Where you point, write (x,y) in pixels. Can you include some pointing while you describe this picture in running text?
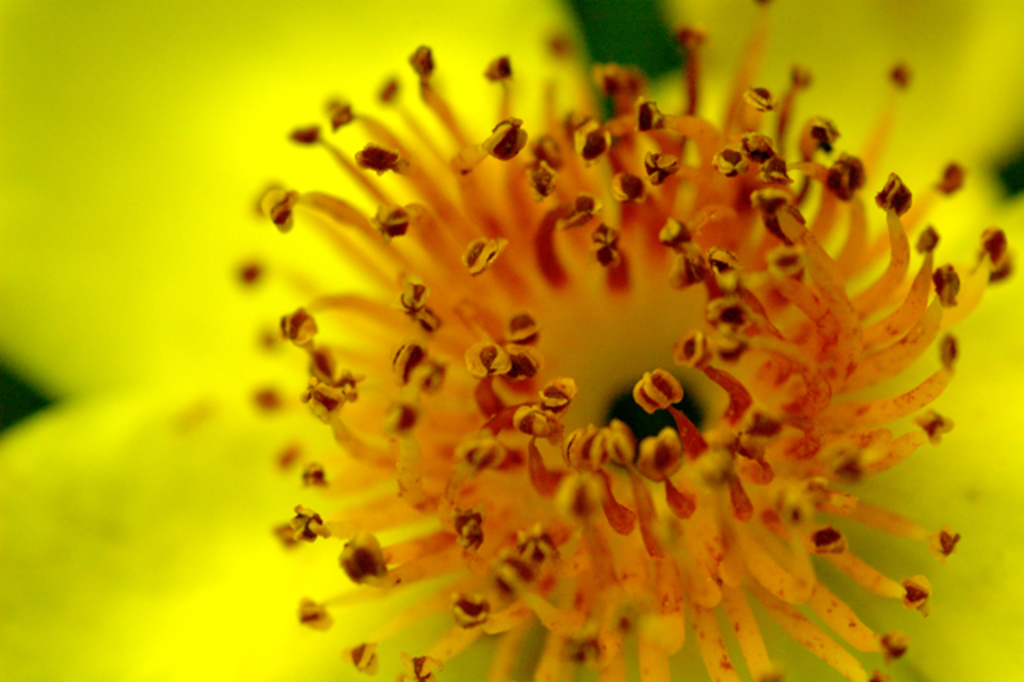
In this picture, we can see flower (383,310) with blurred background (5,387).
